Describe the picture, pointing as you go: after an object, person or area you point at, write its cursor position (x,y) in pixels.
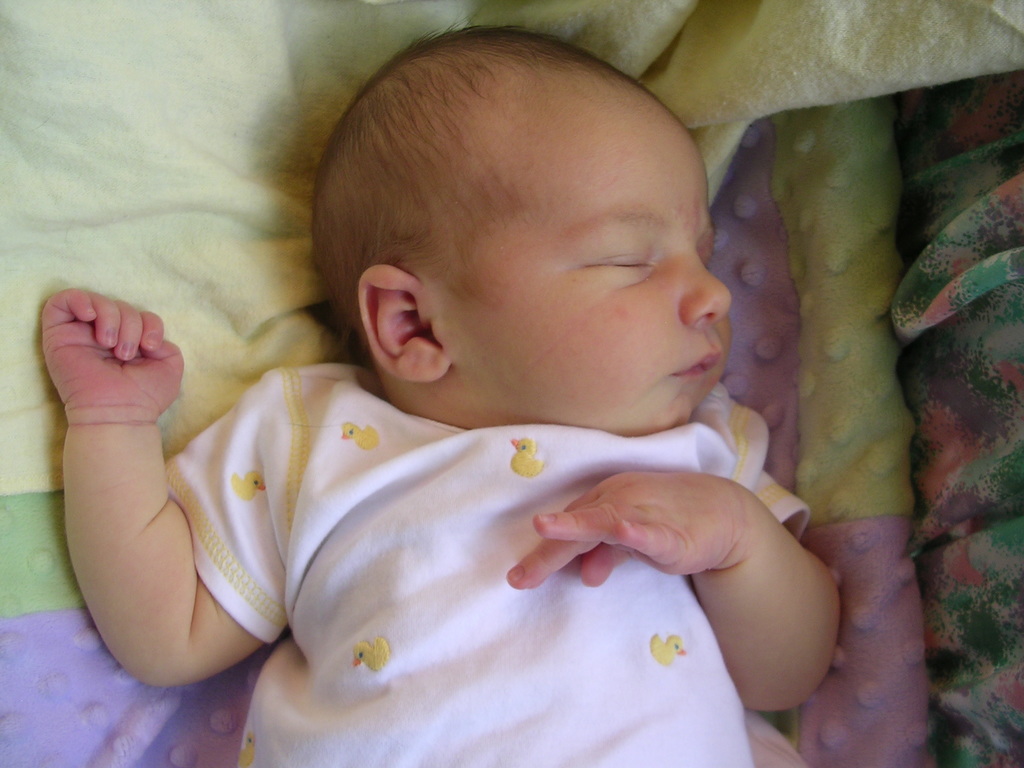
In this image in the center (514,394) there is one baby (403,360) sleeping, and in the background (6,677) there are some blankets (936,544).
